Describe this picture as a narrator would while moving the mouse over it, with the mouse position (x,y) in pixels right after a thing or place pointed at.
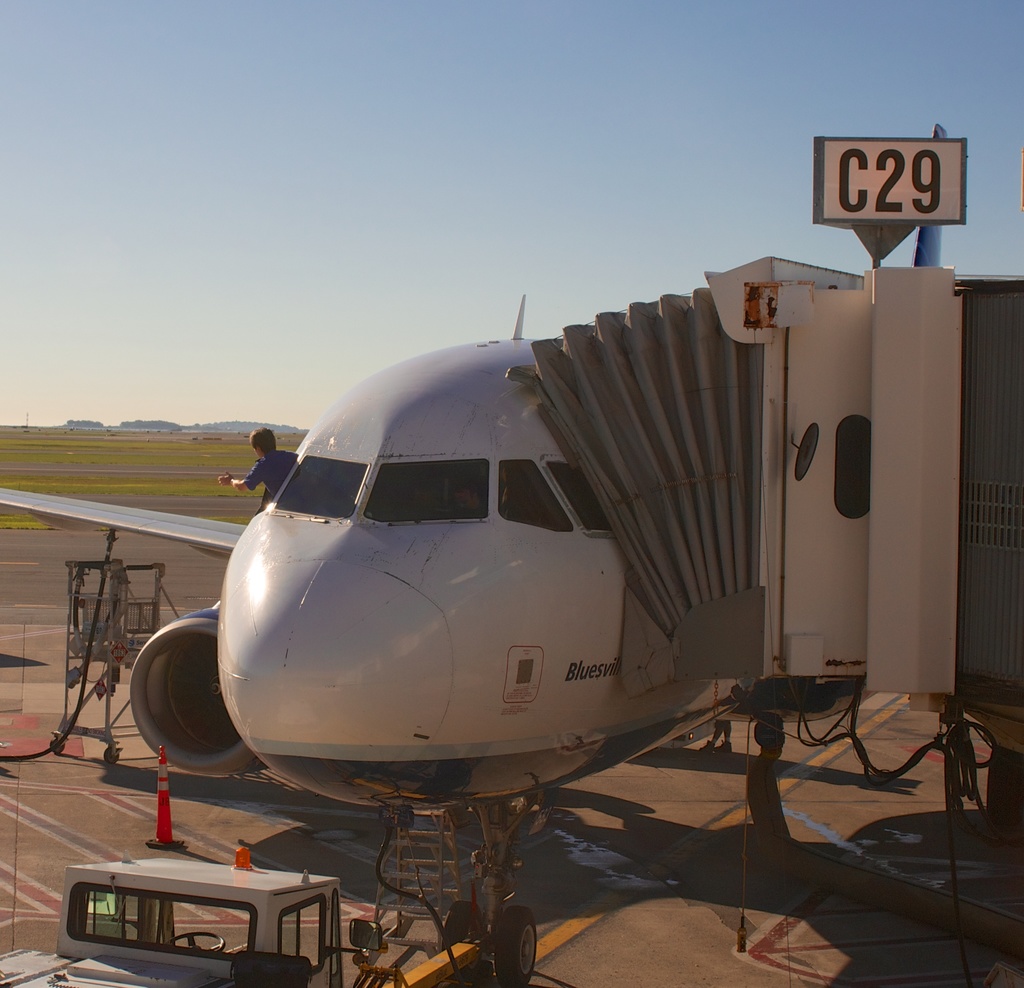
In this picture there is an aeroplane (538,628) in the center of the image (530,483) and there is a vehicle (186,886) at the bottom side of the image (262,959), there is a traffic cone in the image and there is greenery (25,459) in the background area of the image (8,516).
